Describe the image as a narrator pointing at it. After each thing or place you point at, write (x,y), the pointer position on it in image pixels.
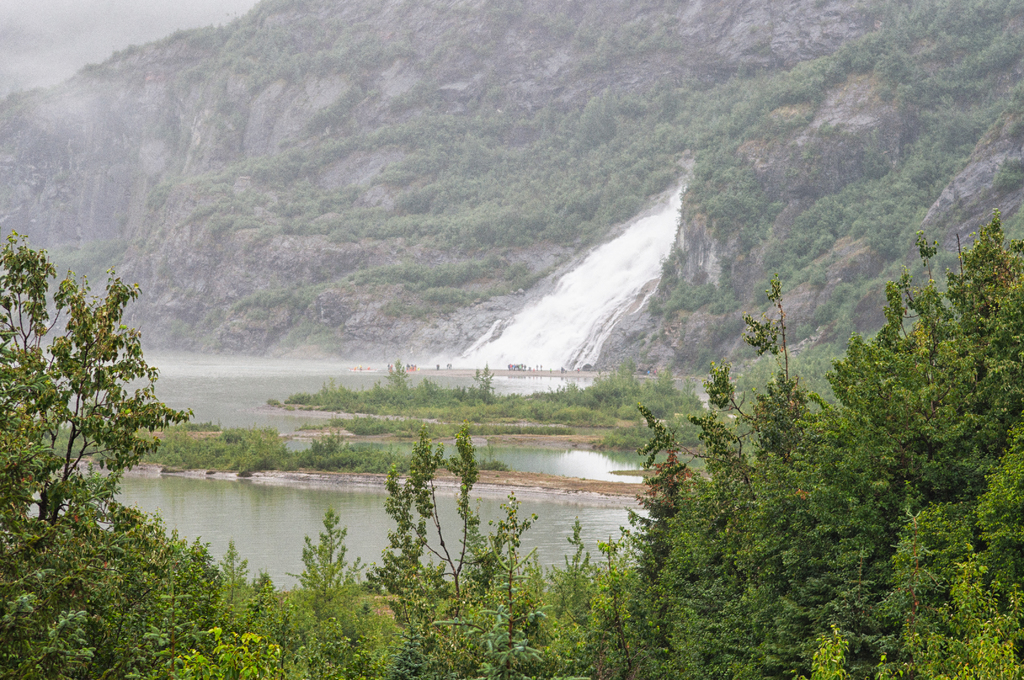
In this picture we can see trees (358,634), plants (402,460), water (194,394) and in the background (113,250) we can see a mountain (421,42).
